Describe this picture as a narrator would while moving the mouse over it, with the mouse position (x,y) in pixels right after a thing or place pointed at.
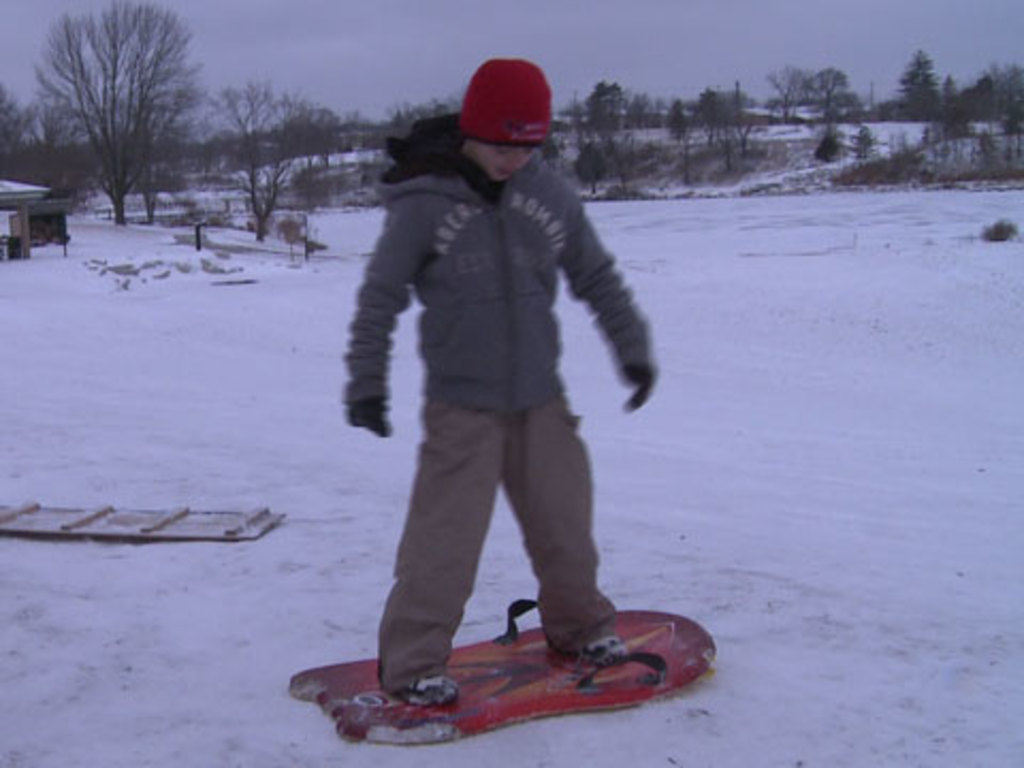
In the background (789,79) we can see the sky (665,12), trees (789,79), snow (19,427) and few objects (15,241). In this picture we can see a person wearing a jacket (564,237), cap (506,68), gloves (380,418) and he is standing on a board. On the left side of the picture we can see an object (255,539) on the ground (267,325).
